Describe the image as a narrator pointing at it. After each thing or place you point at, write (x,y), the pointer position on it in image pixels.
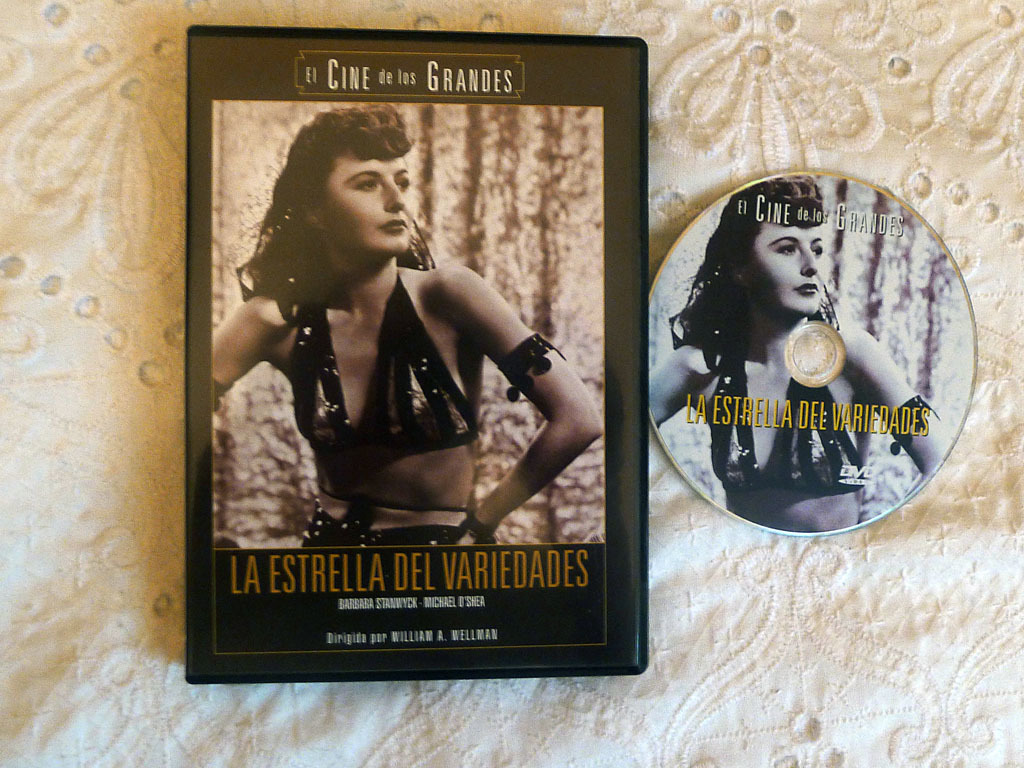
In this image I can see the DVD case (580,522). In the DVD case (578,519) I can see the person (419,352) and I can see something written on the DVD case (488,528) and the background (57,526) is in white color.
